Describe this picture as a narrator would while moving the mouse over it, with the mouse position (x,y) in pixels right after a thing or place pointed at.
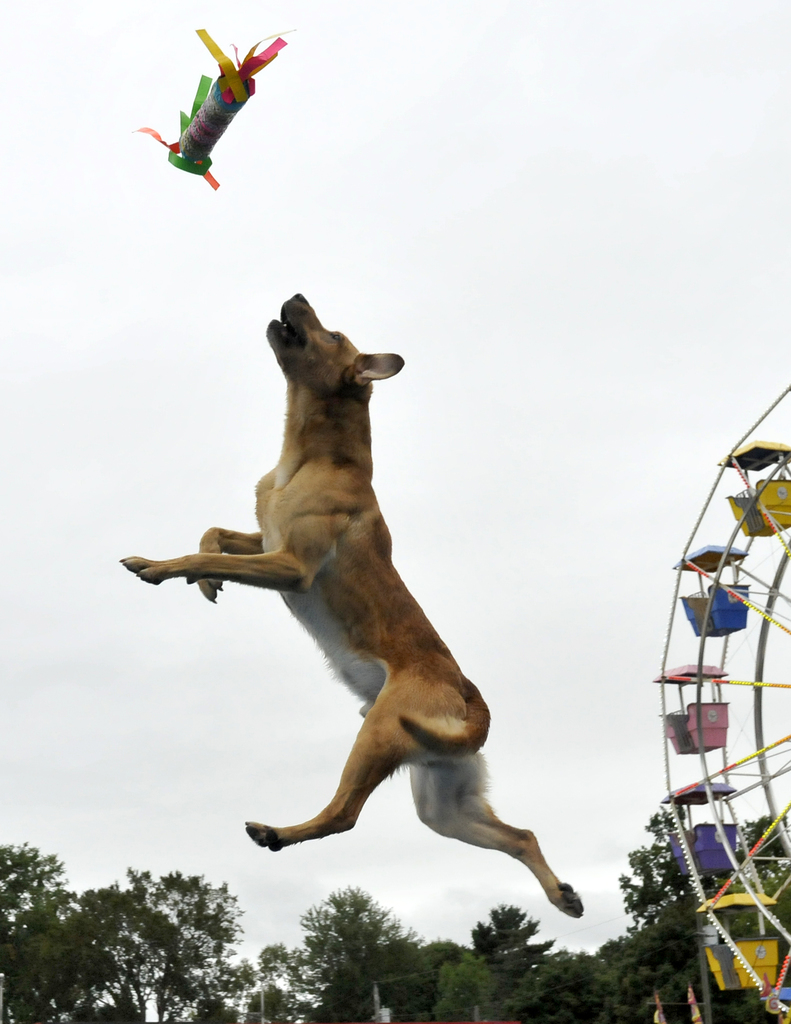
In this picture we can see a dog (349,585) is jumping and trying to catch an object (193,122). Behind the dog (319,576) there are trees (349,940), giant wheel (701,737) and the sky (123,739).
